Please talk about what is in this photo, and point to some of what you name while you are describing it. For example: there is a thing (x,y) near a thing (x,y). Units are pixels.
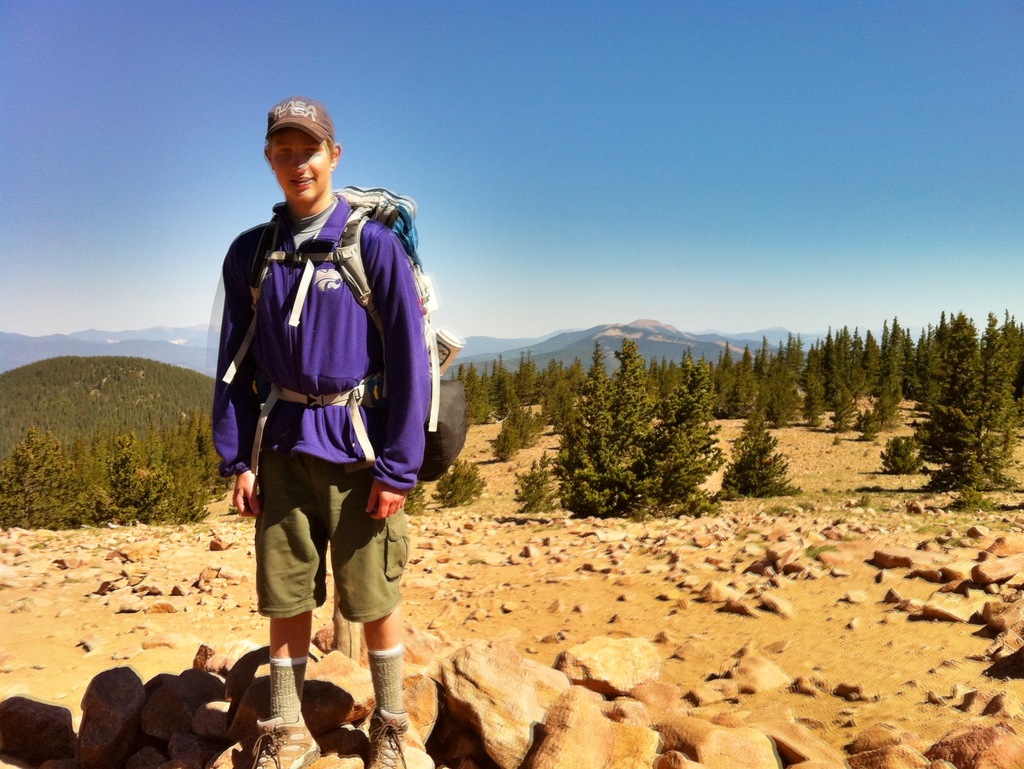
In this picture we can see a man (376,228). He is in blue color jacket (324,303). He wear a cap (293,116) and these are the stones (452,665). On the background (634,352) we can see some trees (1008,481).
